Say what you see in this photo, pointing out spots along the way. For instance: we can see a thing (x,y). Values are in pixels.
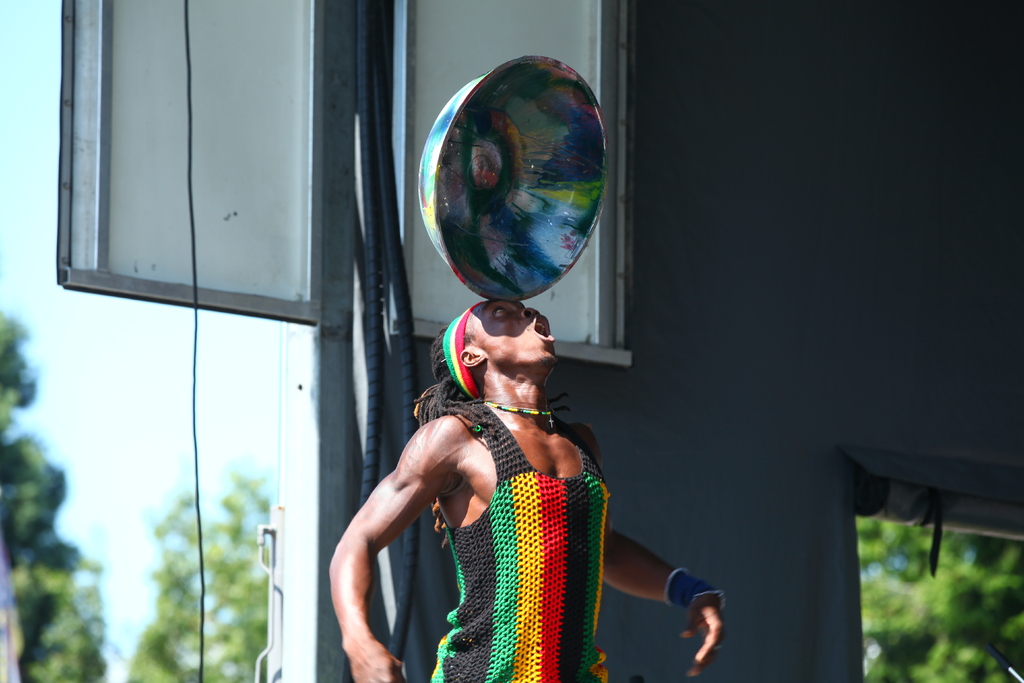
In this image I can see the person (511,505) wearing the colorful dress (519,557). I can see the bowl (472,178) on the person's head (483,310). In the background (474,298) I can see the board (274,202), wall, many trees (58,546) and the sky (177,450).
